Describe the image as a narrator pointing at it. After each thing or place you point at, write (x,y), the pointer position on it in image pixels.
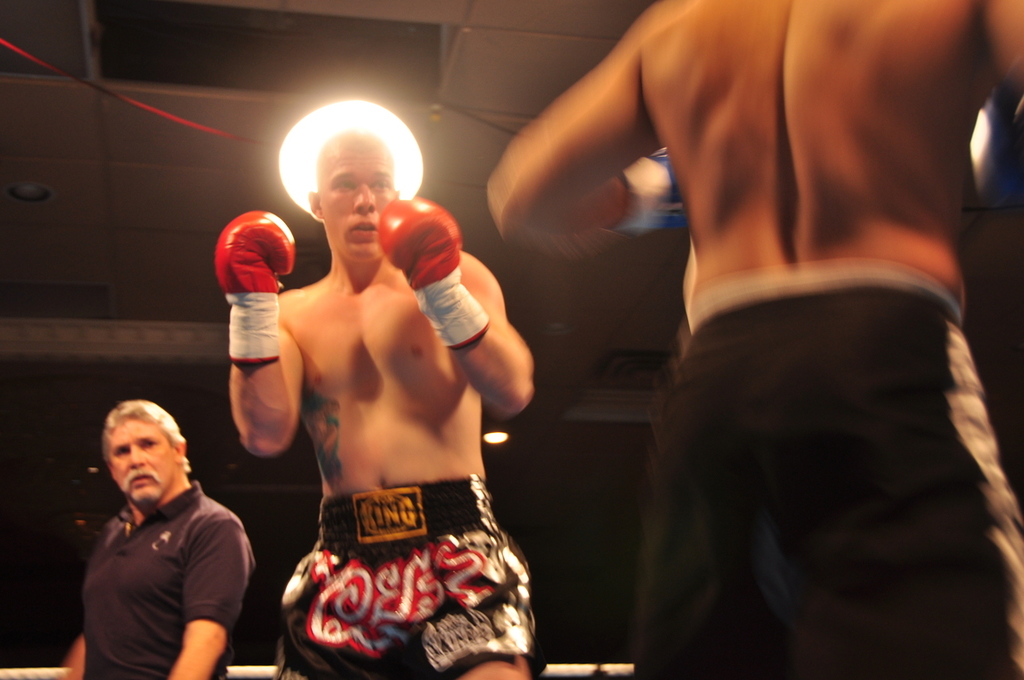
In this image we can see a person (352,334) wearing gloves (245,265). In the back (135,537) there is another person (184,470). Also there is light (379,130). In the background (588,542) it is dark.
